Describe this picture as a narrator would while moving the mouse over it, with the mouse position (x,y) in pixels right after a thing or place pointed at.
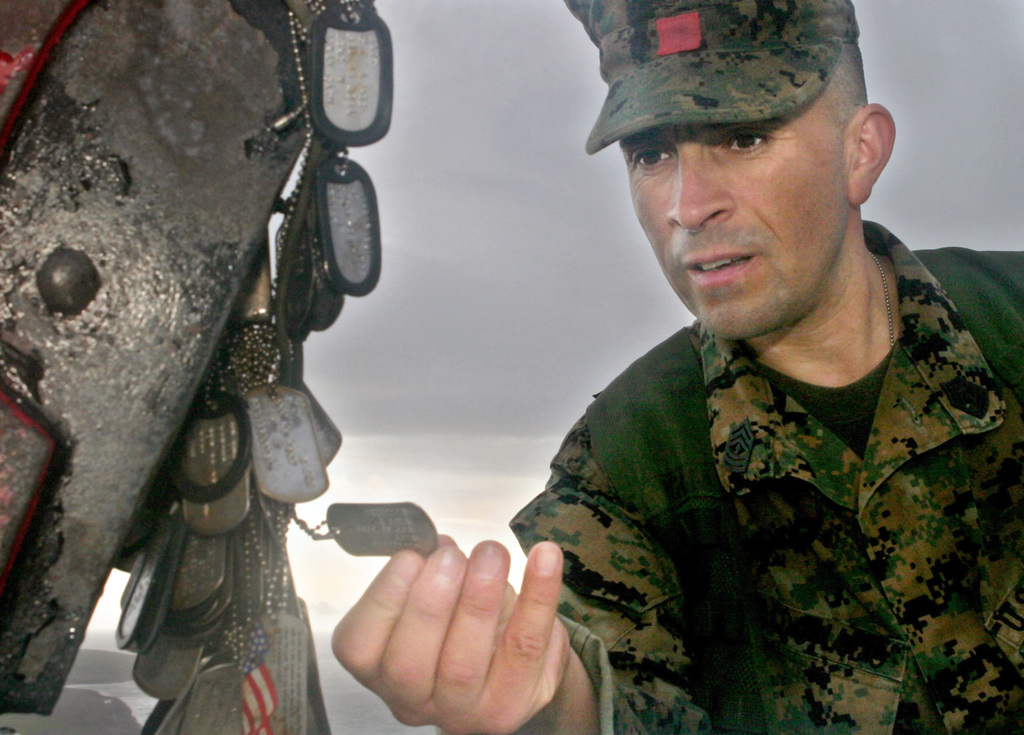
In this image we can see a man (756,332) holding a locket (429,539). On the left side (276,547) we can see a group of lockets (271,602) to a metal stand (157,410). On the backside (487,358) we can see a large water body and the sky (473,361) which looks cloudy.
